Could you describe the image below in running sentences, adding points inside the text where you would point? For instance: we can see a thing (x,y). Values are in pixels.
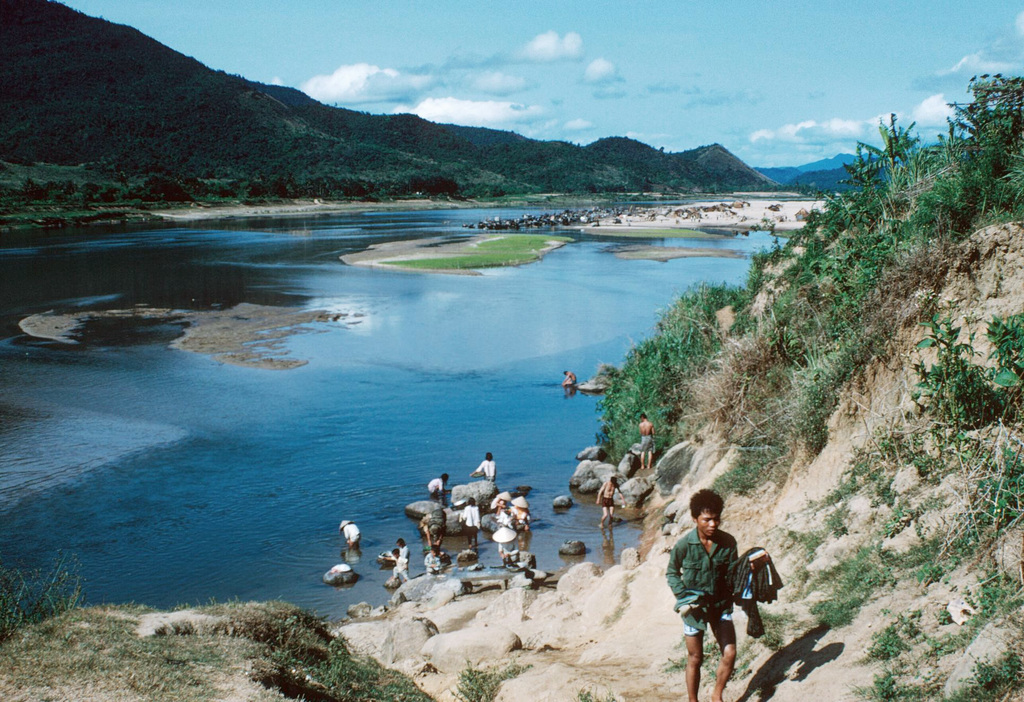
In this image few persons (433,548) are standing in the water (422,571) having few rocks (586,569). A person (688,584) wearing green clothes (711,567) is holding few clothes (746,597) in his hand (761,564). He is walking on the land (772,681) having few plants (820,438) and trees (820,438). In between the water (427,284) there is land (524,243) having grass (518,239) on it. Top of image (123,169) there are few hills (412,163) and sky (564,112) with some clouds (491,78).
